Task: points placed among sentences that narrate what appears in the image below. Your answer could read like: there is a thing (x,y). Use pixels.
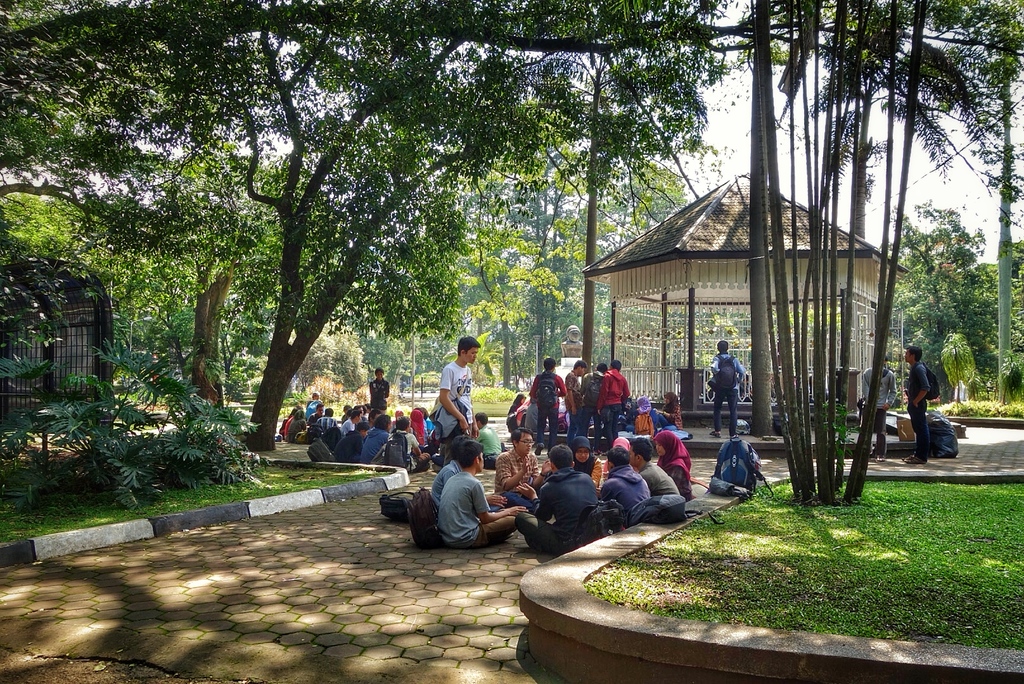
In this picture there are group of persons (607,427) were few (433,423) among them are sitting and the remaining (619,401) are standing and there are trees (475,200) in the background (430,265).
